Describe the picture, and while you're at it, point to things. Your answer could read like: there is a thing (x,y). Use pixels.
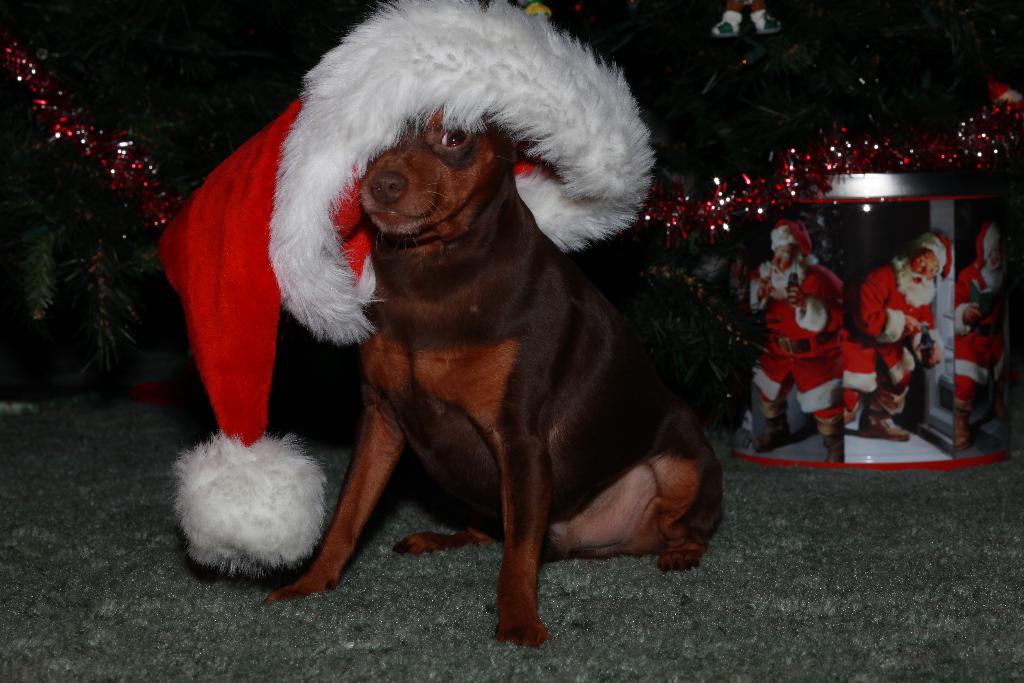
In the picture we can see a dog (554,394) is sitting on the floor (221,674) and the dog (679,442) is brown in color and on it we can see a Santa Claus cap (466,74) and behind the dog (673,469) we can see a Santa Claus image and some decorations (696,296) in the dark.
